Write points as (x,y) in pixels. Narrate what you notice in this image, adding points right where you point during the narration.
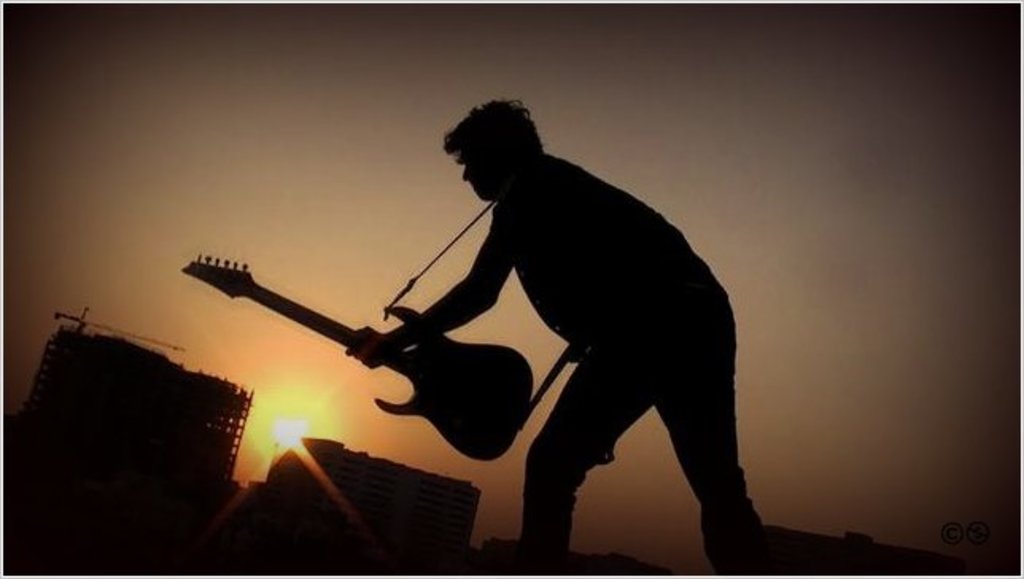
A man (437,307) is standing by holding a guitar (415,357) and here is a light (314,418) and a sky (305,425).
